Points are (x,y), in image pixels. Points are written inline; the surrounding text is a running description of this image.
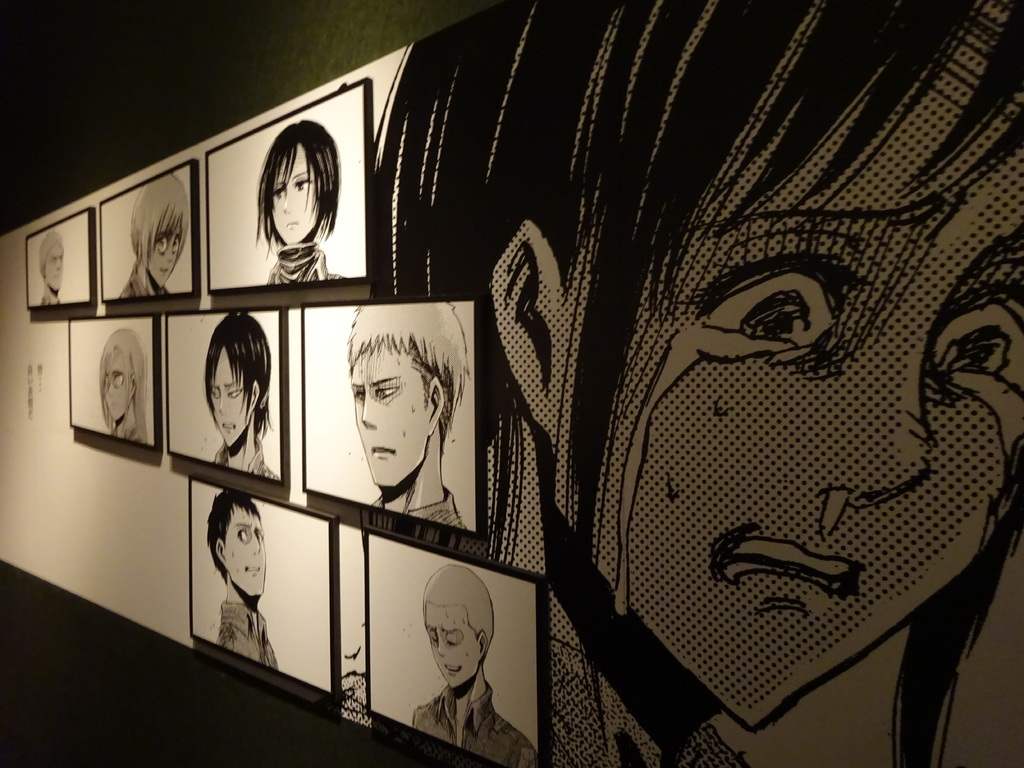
In the image I can see the pictures (523,382) of some cartoons (613,344) to the wall (685,539).
